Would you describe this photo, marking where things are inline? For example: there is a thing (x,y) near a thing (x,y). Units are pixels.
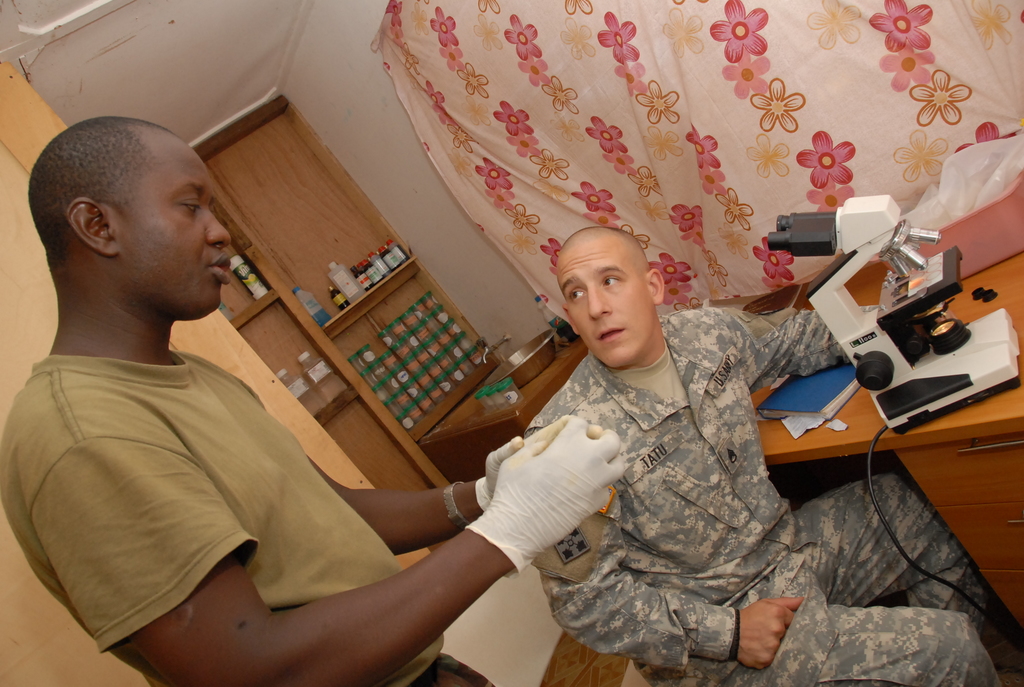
In the picture we can see two men (599,649), one man (298,521) is standing and one man (871,655) is sitting near the table (1008,461), he is in army uniform (683,671) and on the table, we can see a microscope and a book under his hand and behind him we can see a rack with some medicine bottles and into the wall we can see a curtain (620,13) with some flower designs (584,37) on it.
